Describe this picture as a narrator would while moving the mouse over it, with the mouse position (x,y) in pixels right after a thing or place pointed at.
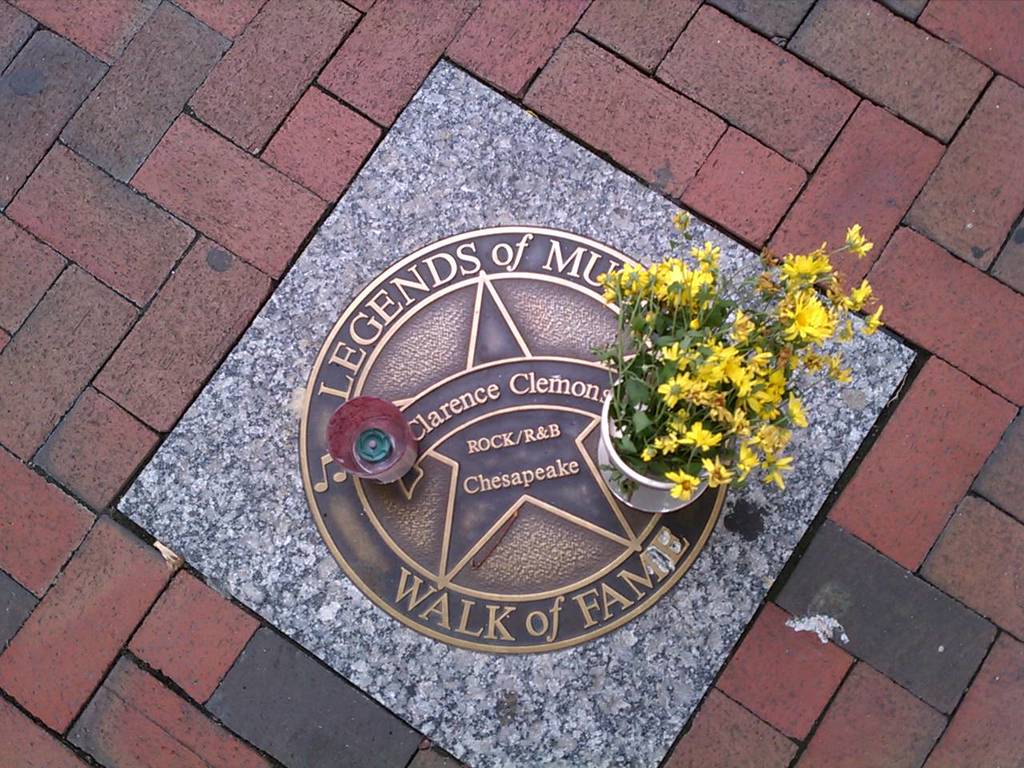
In this image we can see a plant (702,443) with bunch of flowers (720,460) in a pot (644,504) which is placed on the marble (681,620) containing a symbol (355,539) with some text (556,603) on it. We can also see a container (400,465) beside it.
